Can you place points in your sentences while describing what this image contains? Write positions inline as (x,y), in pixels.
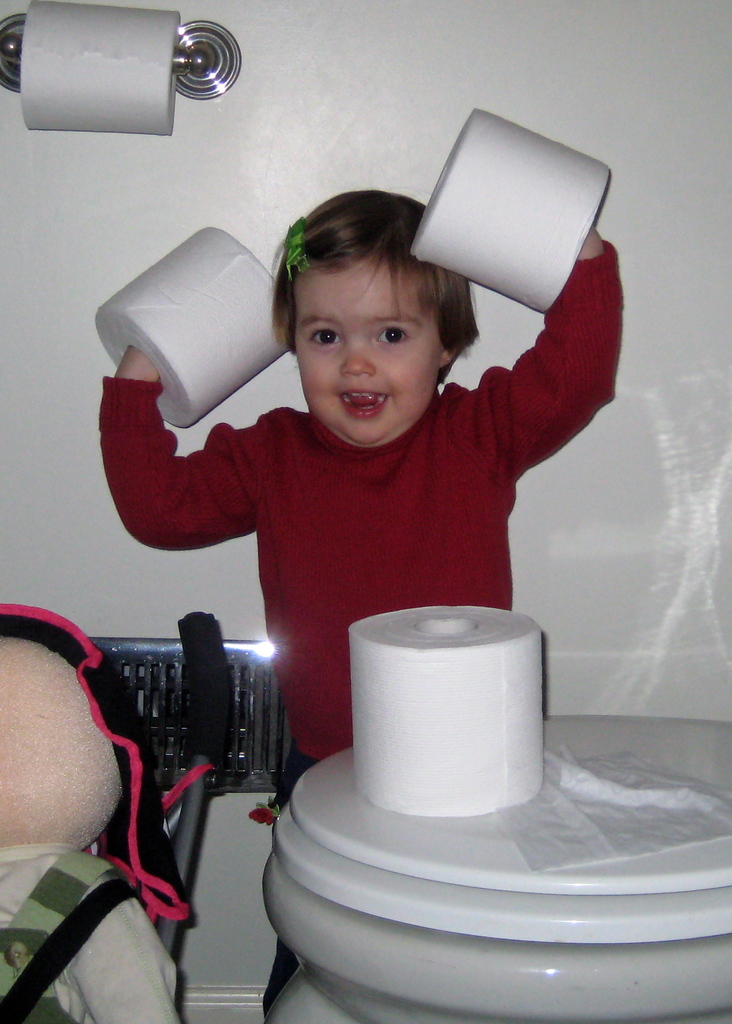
In this image we can see a child (324,458) holding tissue rolls (265,316). There is a toilet (457,839). On that there is a tissue roll (411,655). In the back (230,164) there is a wall (178,171) with tissue roll (141,80) and holder (210,67). In the left bottom corner (102,843) we can see a doll (48,820).
